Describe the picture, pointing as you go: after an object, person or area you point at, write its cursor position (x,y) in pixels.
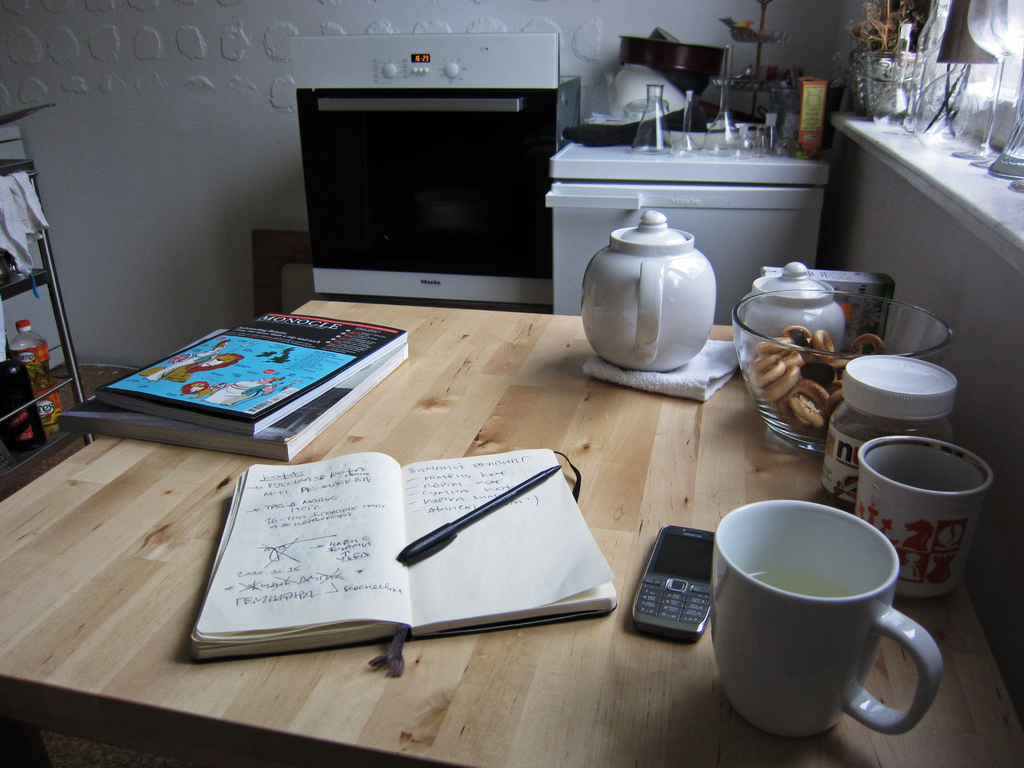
This image is clicked in a room (289,680). In the front (204,613), there is a table (117,692) made up of wood (92,579), on which books (287,431), cups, bowl (776,356), mobile (639,614), and pen (463,516) are kept. In the background (615,166), there is a wall (54,165), oven (490,179) and a fridge (615,149). To the right (957,182), there is a window (958,167).
